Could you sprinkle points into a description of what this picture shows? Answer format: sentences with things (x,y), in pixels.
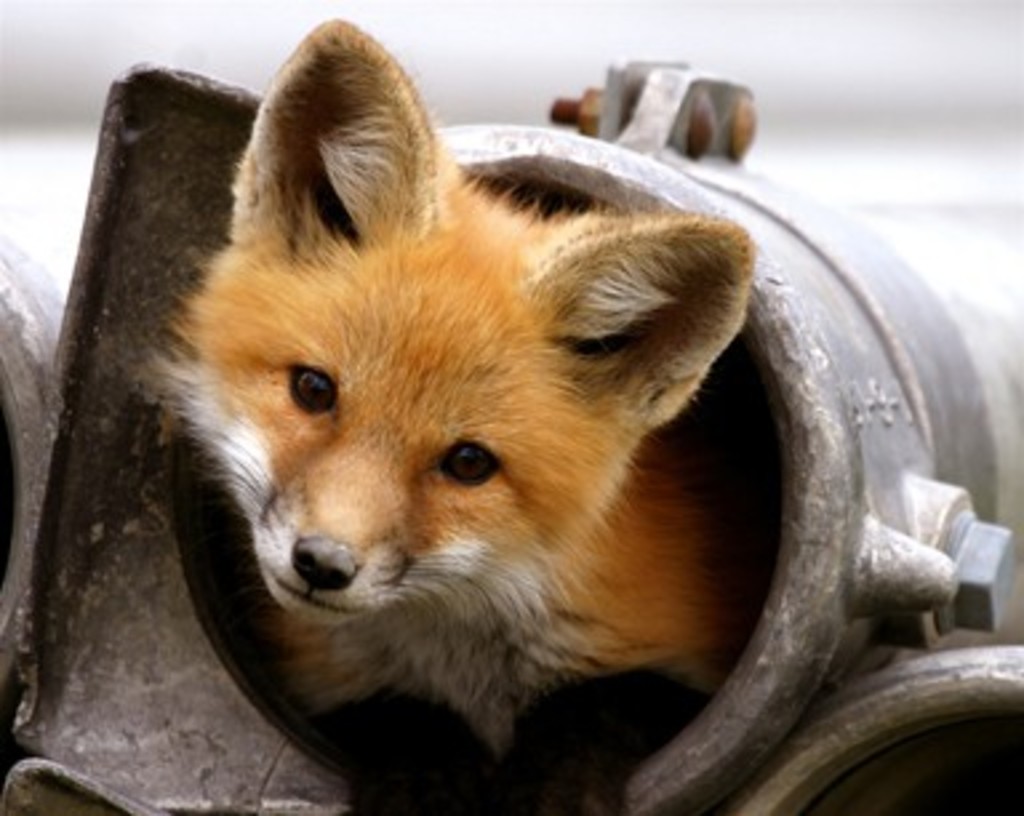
In this picture we can see an animal (661,574) in a metal object (785,519) and in the background (898,48) we can see it is blurry.
